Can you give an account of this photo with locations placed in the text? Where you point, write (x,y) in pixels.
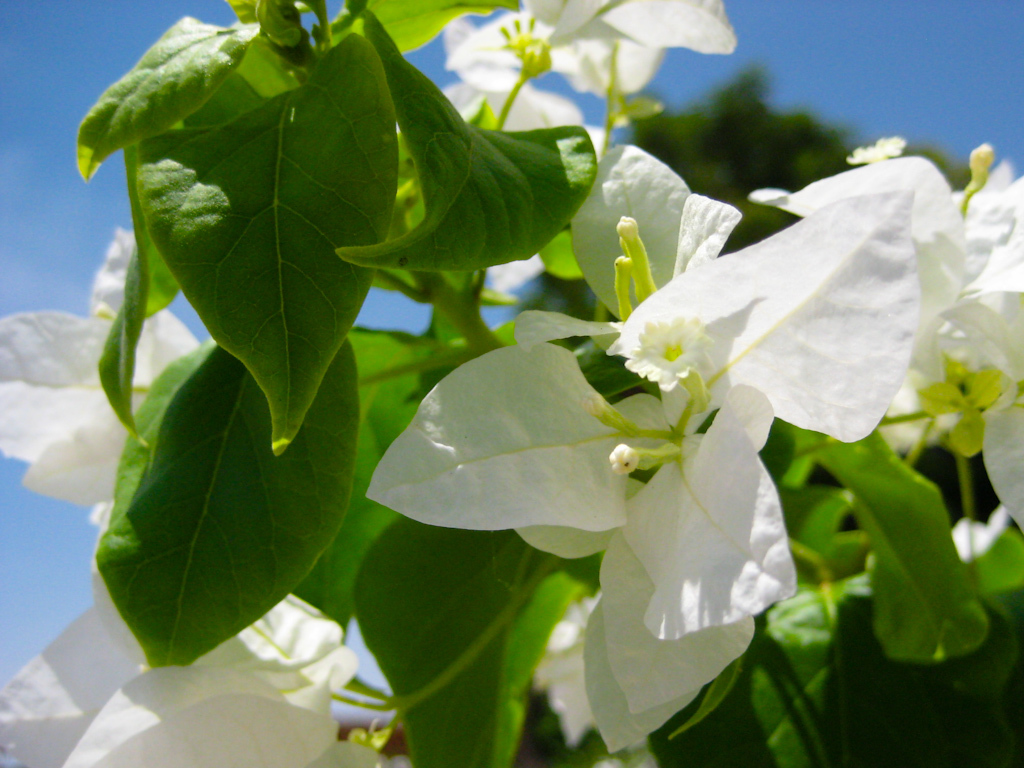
In the image we can see there are white colour flowers (677,411) on the plant (589,448) and there is a clear sky (33,162). Background of the image (925,140) is little blurred.
